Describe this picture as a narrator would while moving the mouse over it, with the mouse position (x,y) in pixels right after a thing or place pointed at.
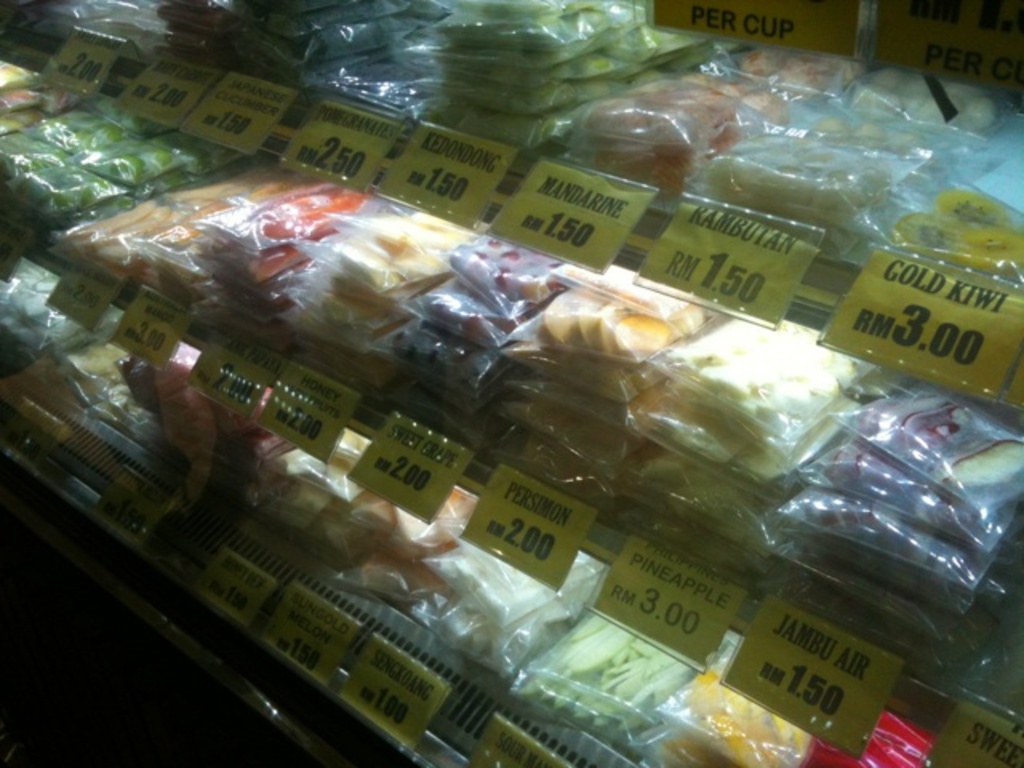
In this image we can see food (364,298) packed in the covers (757,189) and placed in the rack (605,561).
